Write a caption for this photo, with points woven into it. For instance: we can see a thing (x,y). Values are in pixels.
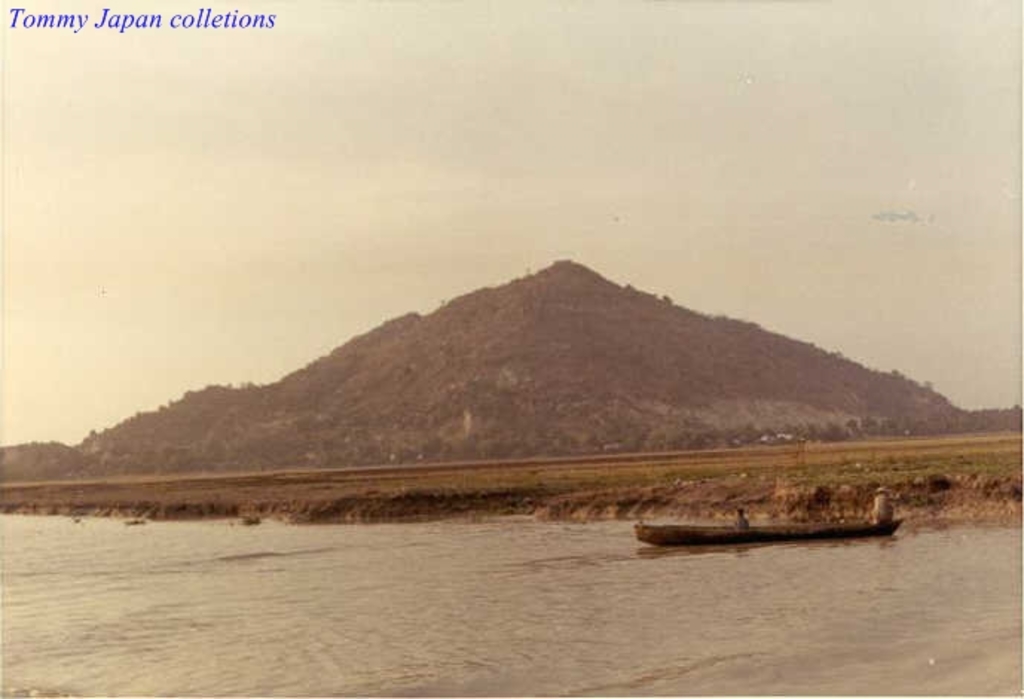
In this image we can see water (722,592), boat (724,543) and at the background of the image (482,460) there is open land (975,453) and clear sky (292,102).
